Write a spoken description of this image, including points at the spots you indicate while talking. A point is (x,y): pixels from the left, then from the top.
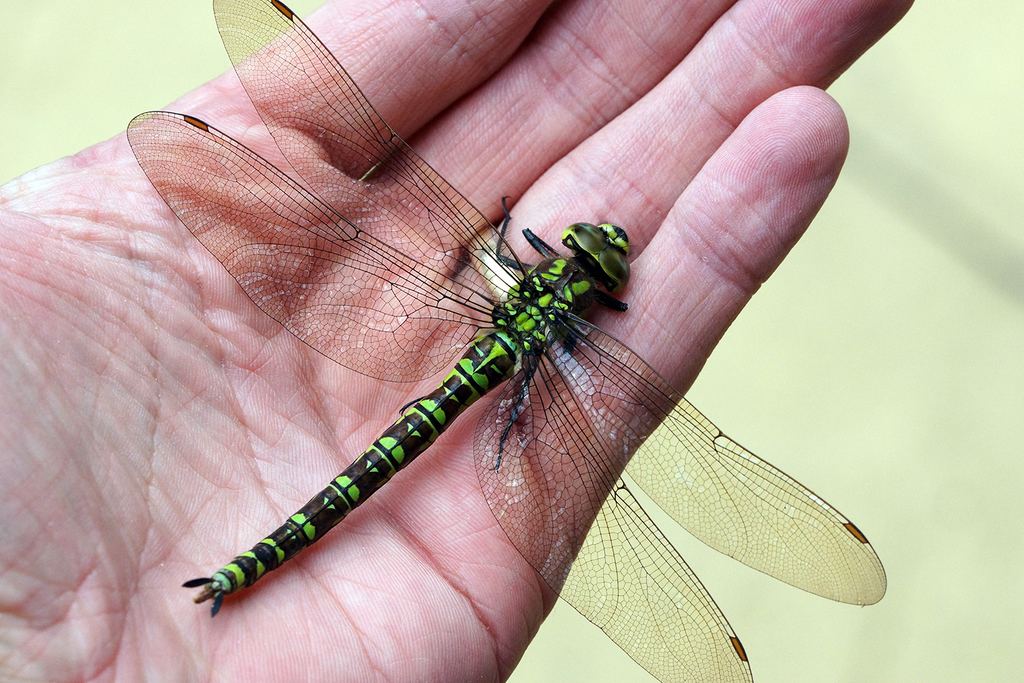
In the image we can see hand (621,4), in the hand (486,140) there is a dragonfly (349,118). Background of the image (84,10) is blur.
